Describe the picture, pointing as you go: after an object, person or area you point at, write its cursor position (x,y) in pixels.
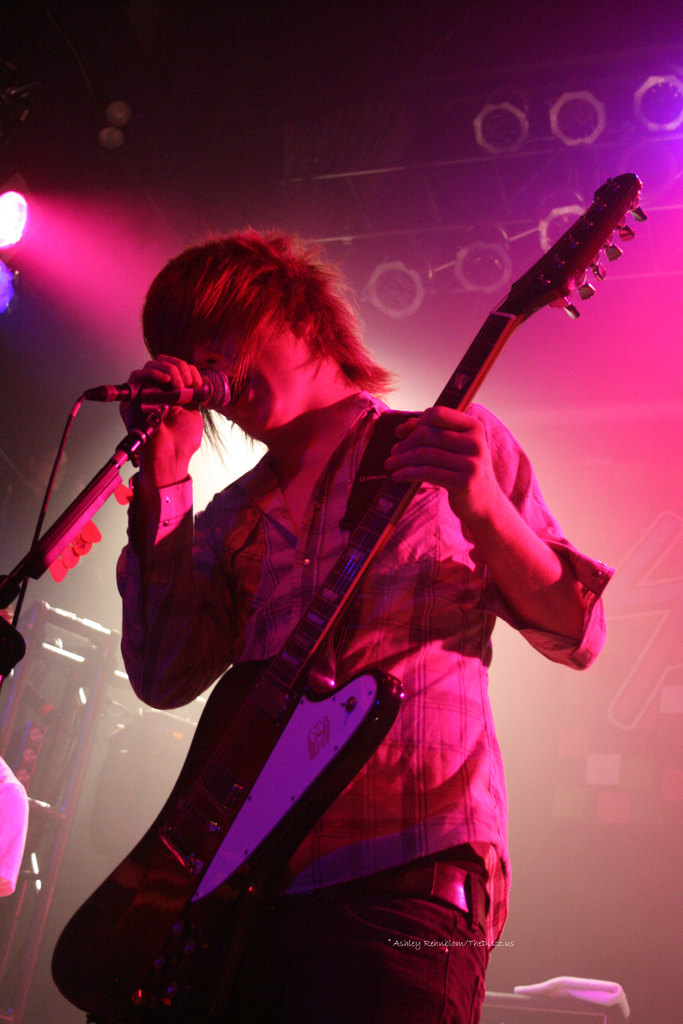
In this image we can see a man (382,604) holding a guitar (261,711) and singing through the mic (152,388) in front of him. In the background (524,131) we can see show lights (502,135).
